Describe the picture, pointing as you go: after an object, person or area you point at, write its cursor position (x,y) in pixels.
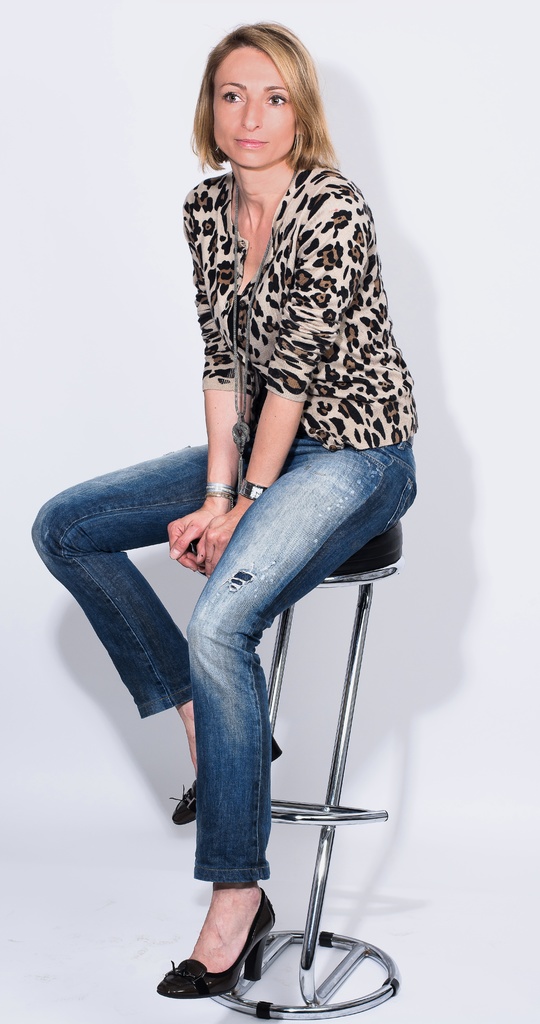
In this picture we can see a woman (336,342) wearing a top (336,357) and jeans (214,630) is sitting on the chair (301,931) and giving a pose to the camera. Behind there is a white background (342,123).
